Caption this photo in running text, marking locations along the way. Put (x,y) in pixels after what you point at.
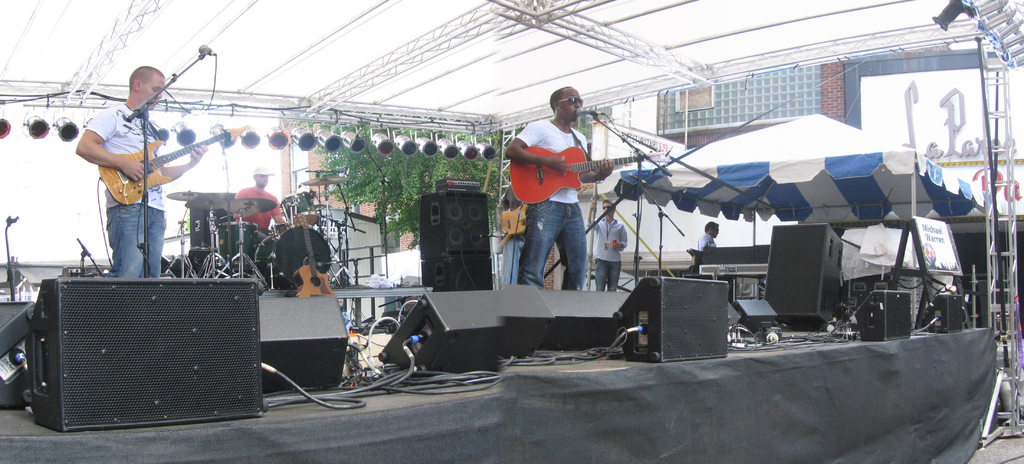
This is a stage (943,432), on the stage (939,414) there are 3 people (263,198) performing by playing musical instruments (287,223). Above them there is a tent (173,50) and poles (1005,284). On the right (777,118) we can see a building (930,57), tent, speakers (821,282). lighting (939,17), banners (936,248).
